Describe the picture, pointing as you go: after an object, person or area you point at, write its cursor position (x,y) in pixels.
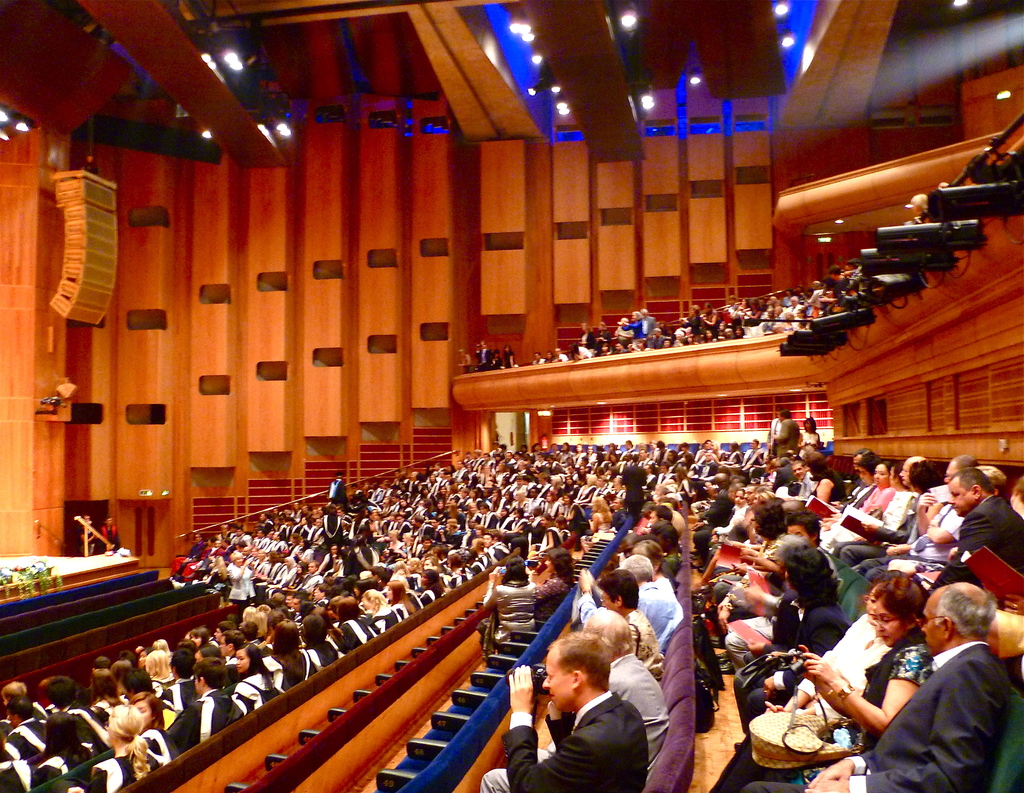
In this image I can see It looks like an auditorium (319,383), in this a group of people (595,646) are sitting on the sofa chairs (680,703), at the top (694,73) there are ceiling lights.
